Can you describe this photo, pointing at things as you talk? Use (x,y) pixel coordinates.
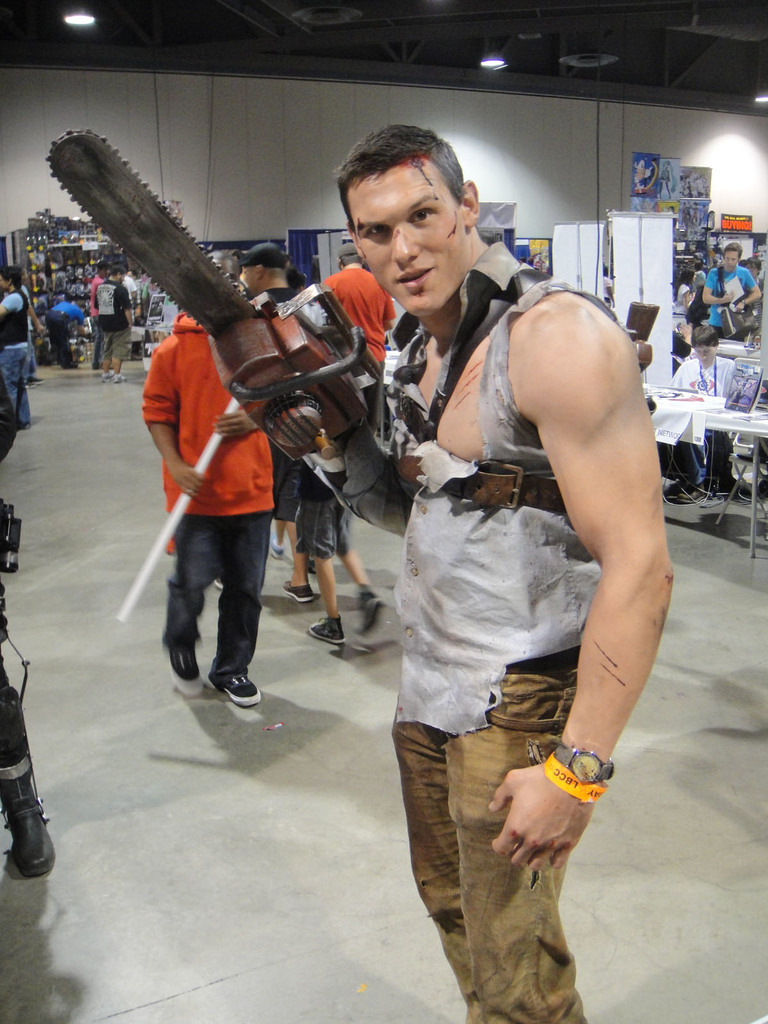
In this image there is a person (481,568) standing and holding an object (202,277), there are persons (255,464) walking, there are persons (8,365) truncated towards the left of the image (8,314), there are objects (75,267) in front of the wall (521,125), there is a table (682,403) truncated towards the right of the image (687,392), there are objects (730,393) on the table (703,408), there are boards (647,277), there is a wall (473,119) truncated, there are wires (598,129), there are objects (646,185) on the wall (540,146), there are lights (493,64) truncated, there is roof (405,45) truncated towards the top of the image (477,33).
